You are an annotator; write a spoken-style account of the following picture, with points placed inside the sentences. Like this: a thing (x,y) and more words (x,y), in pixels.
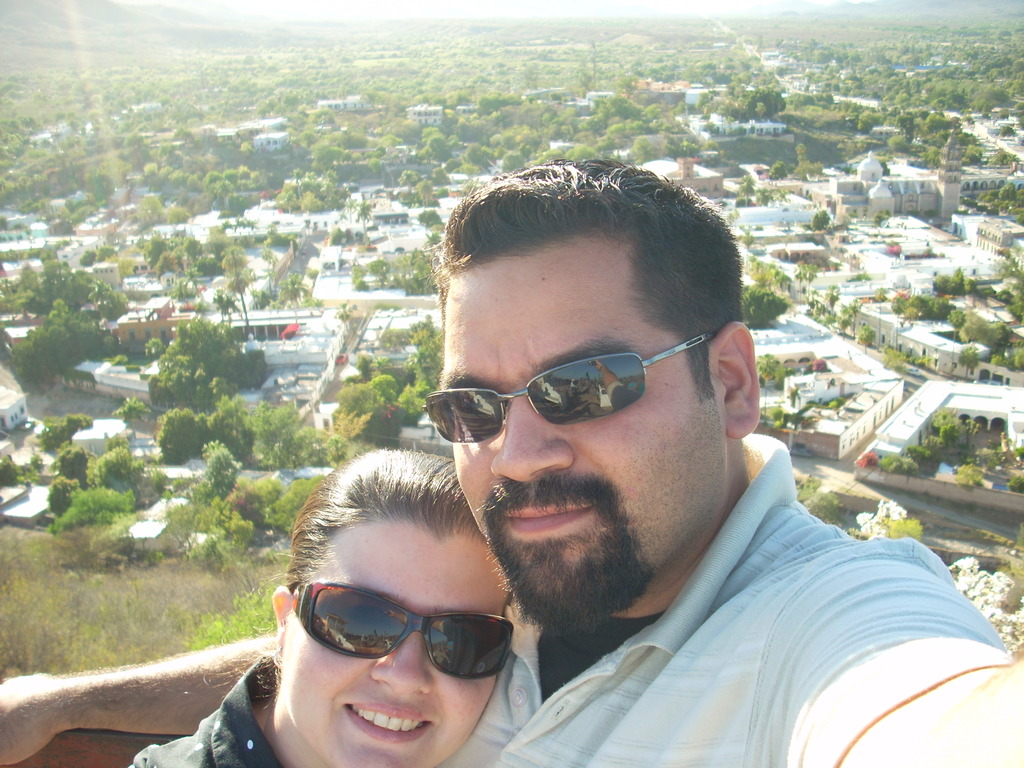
In this image there are two persons (523,645) on the bottom of this image (528,523) and there are some buildings (293,373) and trees (118,461) in the background (401,218). There is a sky (440,5) on the top of this image (387,2).
